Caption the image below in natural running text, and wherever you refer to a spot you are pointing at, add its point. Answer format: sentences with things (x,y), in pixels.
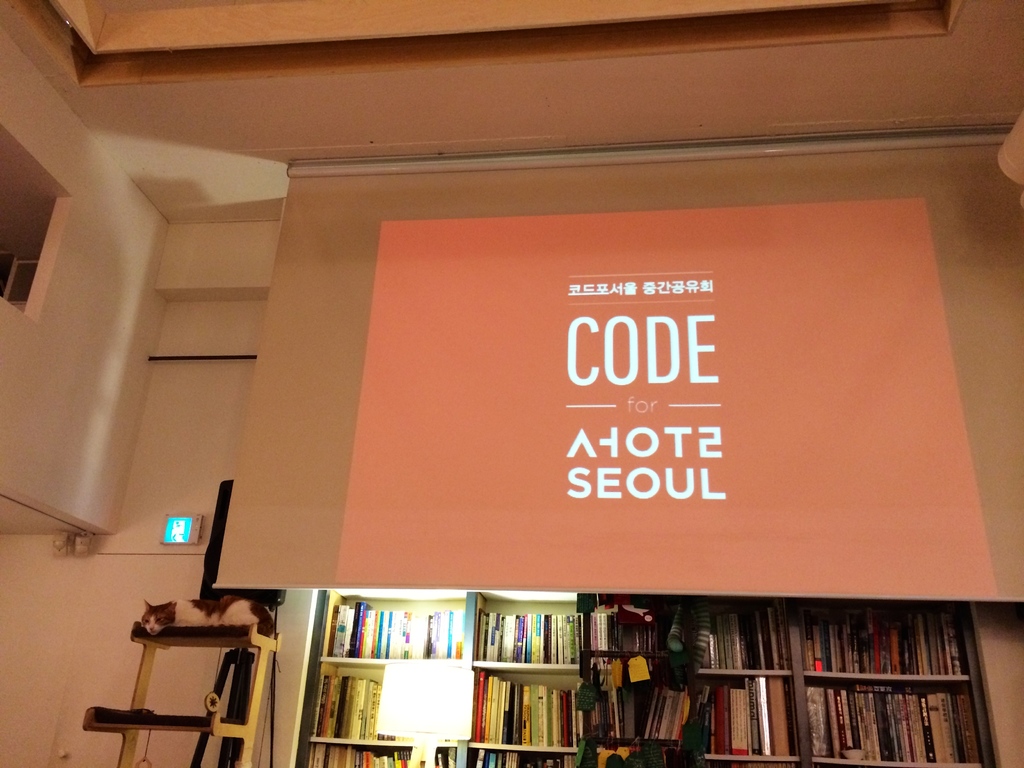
In this image we can see the inside view of the building (371,131). There are racks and in the racks (555,682) there are different types of books (512,653). And there is the cat (226,614) lying on the stand (213,693). And there is the screen (253,539) and a sign board (179,525) attached to the wall (195,502). And on the left side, it looks like a room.
